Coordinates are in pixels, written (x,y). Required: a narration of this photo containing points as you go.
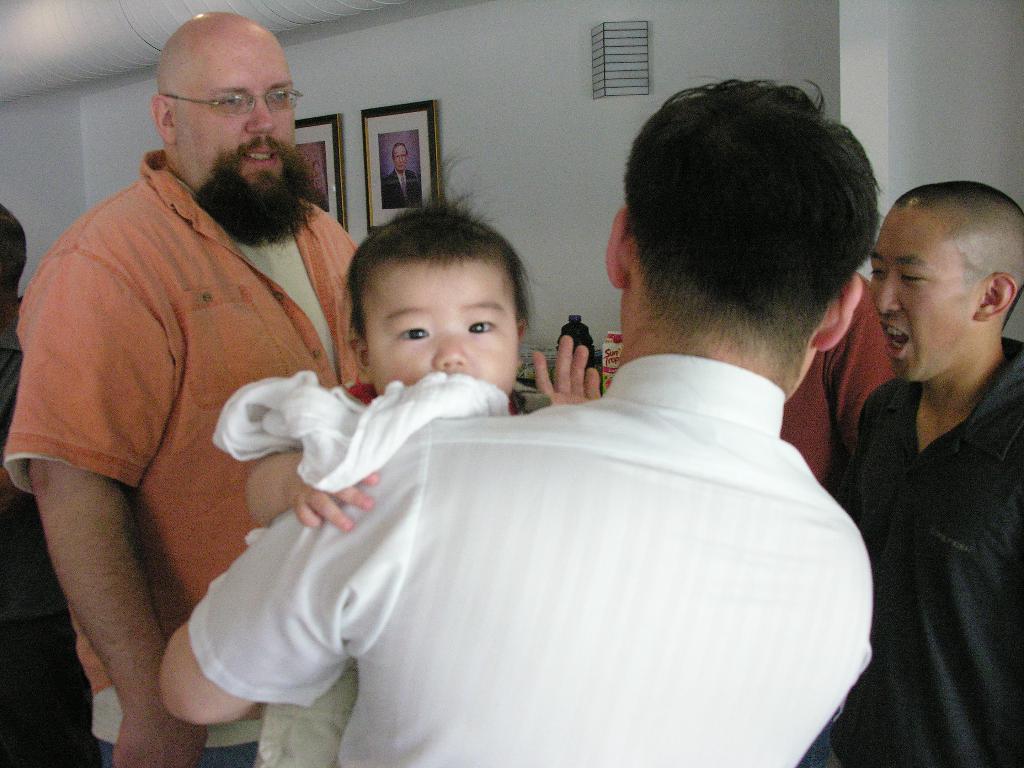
There is one man (520,548) holding a baby (521,394) as we can see at the bottom of this image (543,645). We can see people (121,349) on the left side of this image (158,403) and is on the right side of this image (910,394) as well and there is a wall (537,157) in the background (555,134). There are photo frames (398,137) are attached to it.
